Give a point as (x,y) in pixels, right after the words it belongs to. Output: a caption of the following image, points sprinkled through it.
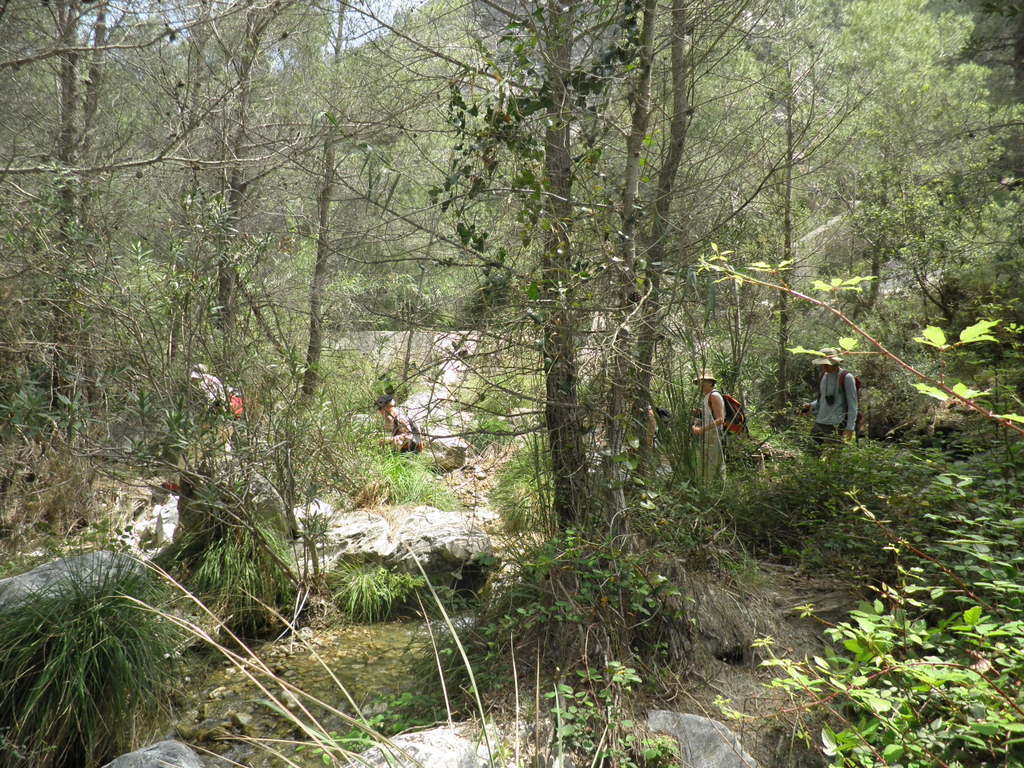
In the picture I can see people (707,468), trees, plants (540,527) and some other things (543,730).
